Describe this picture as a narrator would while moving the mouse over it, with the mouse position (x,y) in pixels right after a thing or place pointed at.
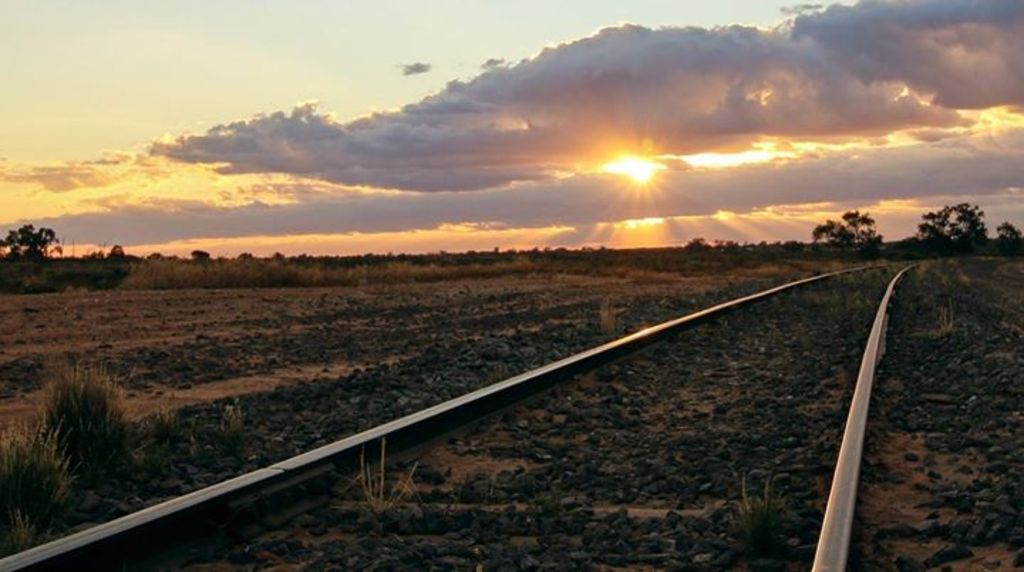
In this picture we can see the railway track (510,542). On the left (145,335) we can see the farmland (725,277). In the background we can see many trees (863,217), grass (341,284) and plants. At the top (981,102) we can see sun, clouds (629,39) and sky (422,45).
